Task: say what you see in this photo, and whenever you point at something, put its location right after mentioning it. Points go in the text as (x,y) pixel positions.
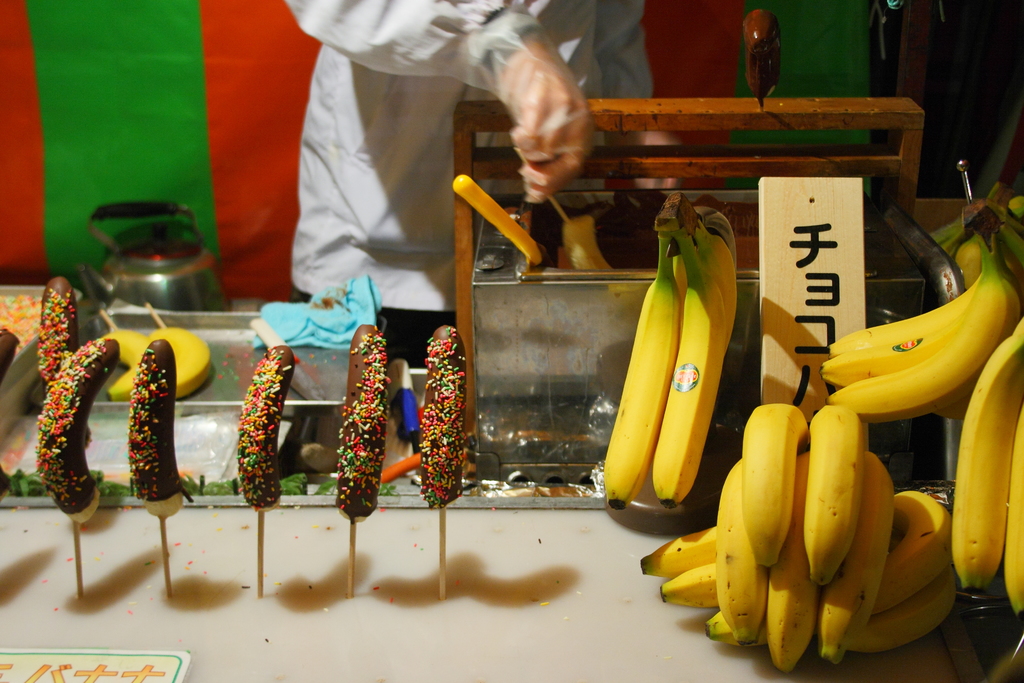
In this image there are bananas (765,430) on the right side (911,378). In the background (573,58) there is a man (540,107) who is dipping the bananas (587,239) in the cream (625,243). On the left side (172,445) there are bananas (88,394) on which there is cream (100,363) and some gems (69,391) on it. On the right side (944,47) top there is a curtain (129,77). At the bottom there is cream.
